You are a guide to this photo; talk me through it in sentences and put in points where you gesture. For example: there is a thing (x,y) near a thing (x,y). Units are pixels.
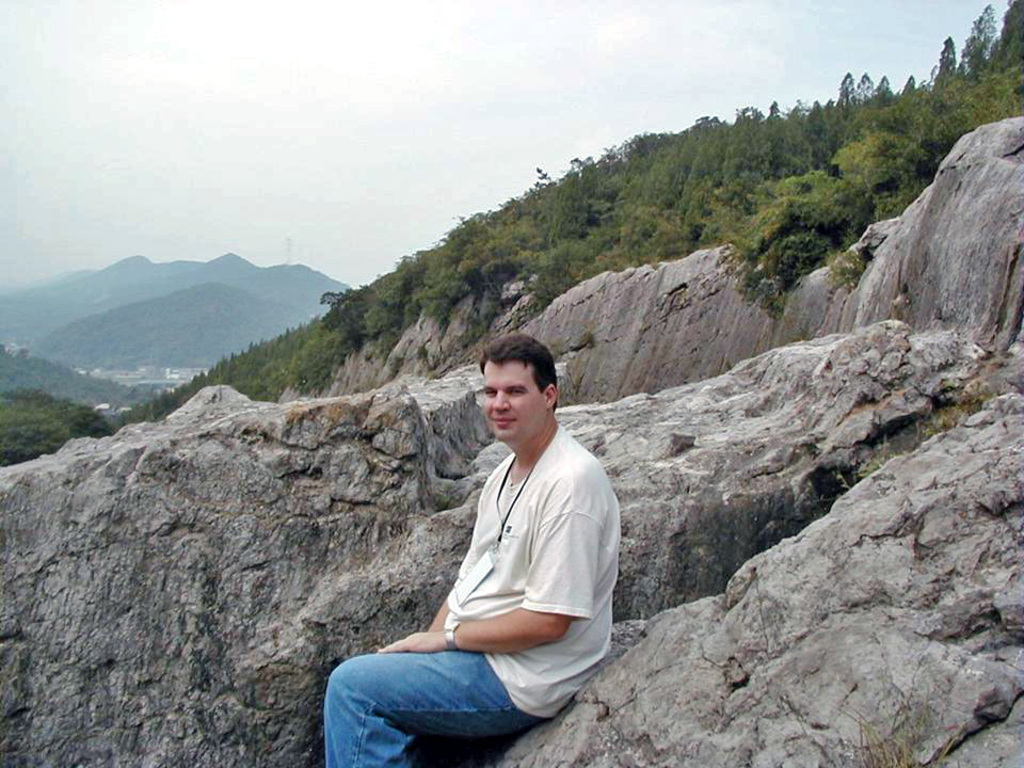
In the center of the picture (524,430) there is a person (491,518) sitting on the rock (401,410). In the center (506,316) there are trees (759,211) and hills (336,284). Sky (384,156) is cloudy.
